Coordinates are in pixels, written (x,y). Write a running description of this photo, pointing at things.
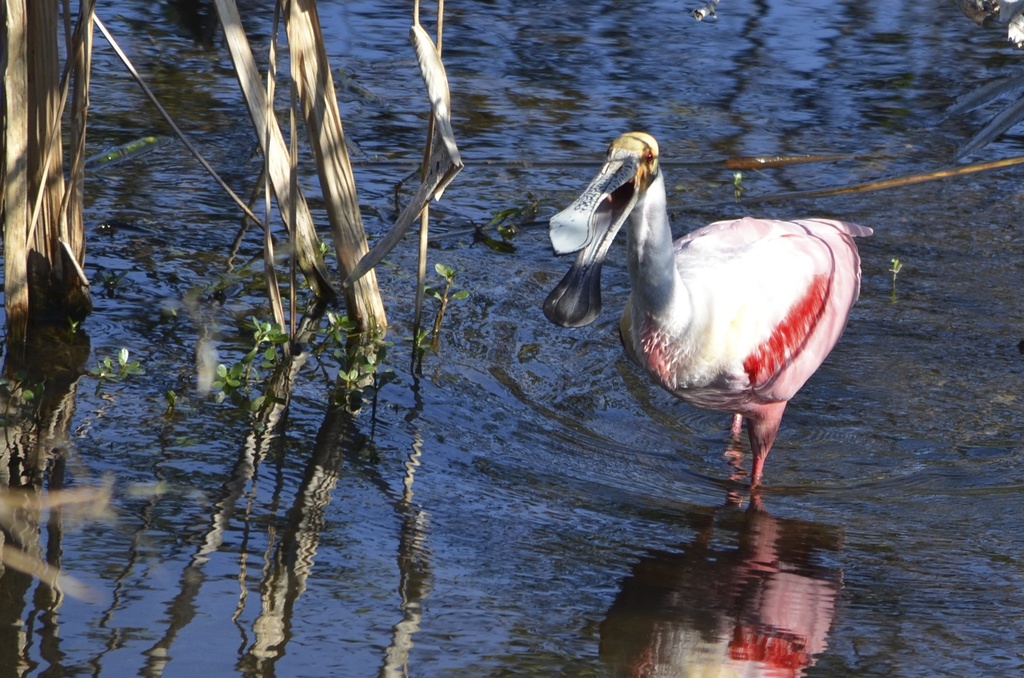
This image consists of water (322,399). In that there is a spoonbill (648,365). It is in pink color. There are some plants (276,360) on the left (18,236).
